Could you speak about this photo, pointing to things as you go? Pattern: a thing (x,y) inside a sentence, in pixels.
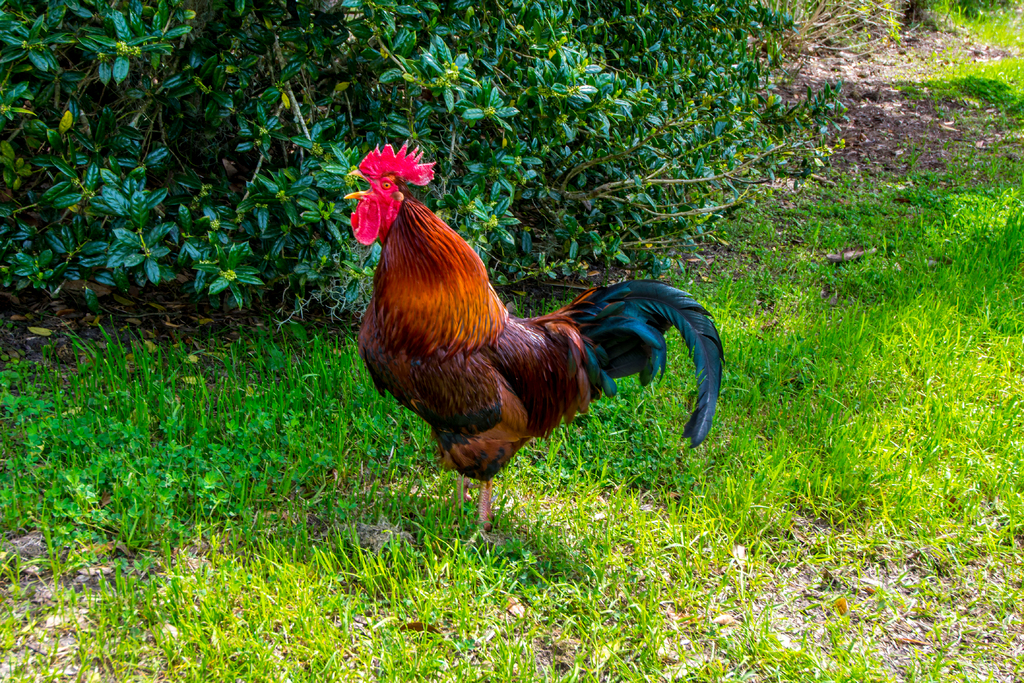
In the middle of the image (536,384) we can see a rooster (500,363), and we can find grass (820,254) and few plants (568,84).
